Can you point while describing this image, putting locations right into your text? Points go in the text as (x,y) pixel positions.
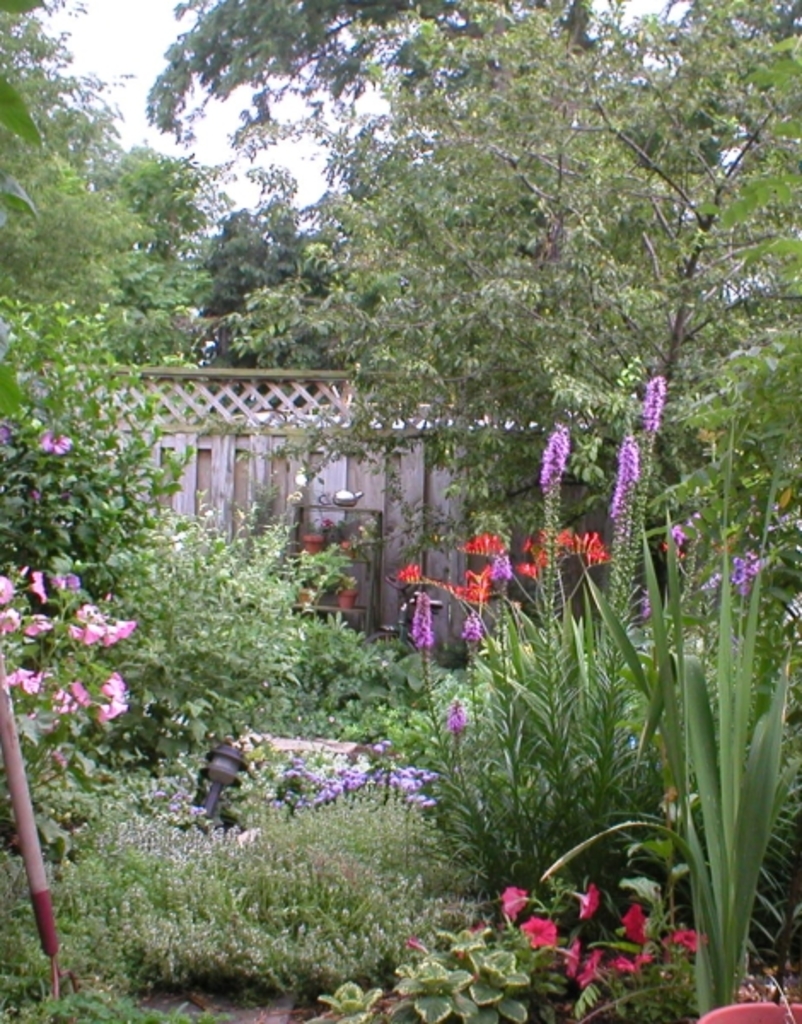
In this image, we can see some grass (299,892) and plants (564,796). We can see the ground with some objects (217,785). We can also see some pots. We can see the wall (298,378) and the sky (307,80). There are a few trees (288,27).
